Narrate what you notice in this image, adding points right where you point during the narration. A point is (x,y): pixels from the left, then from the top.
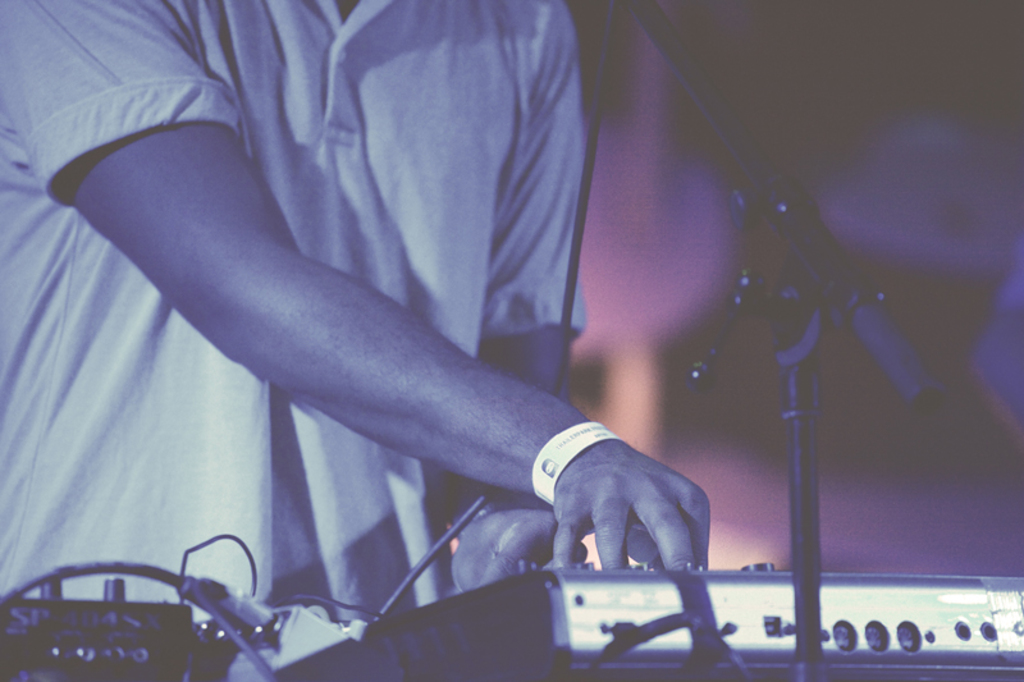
In this picture there is a person (448,293) standing and playing the musical instrument (955,607). In the foreground (928,654) there is a microphone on the stand (645,7) and there are devices (368,641) on the table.
